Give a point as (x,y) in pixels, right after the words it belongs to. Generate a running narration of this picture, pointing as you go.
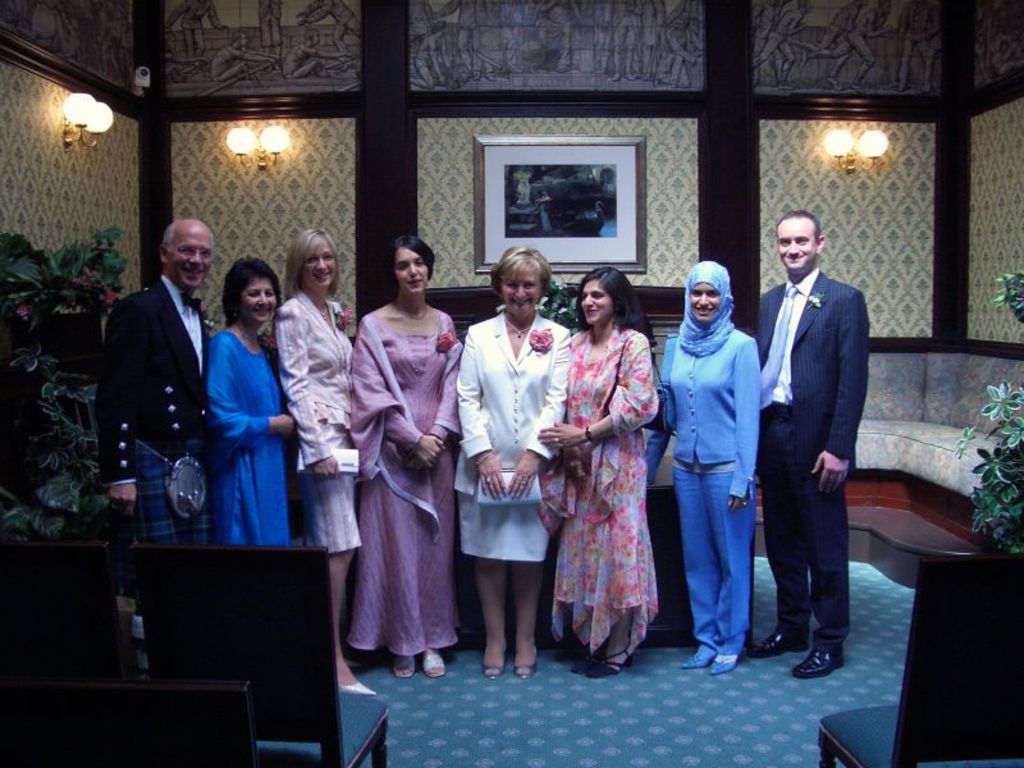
In the center of the image (594,510) there are people (211,471) standing. At the bottom of the image (578,724) there is a carpet (515,730). To the left side of the image (151,555) there are chairs (218,692). In the background of the image (909,227) there is a wall (851,113). There are lights (833,149) on the wall (655,149). There is a photo frame (538,202).
